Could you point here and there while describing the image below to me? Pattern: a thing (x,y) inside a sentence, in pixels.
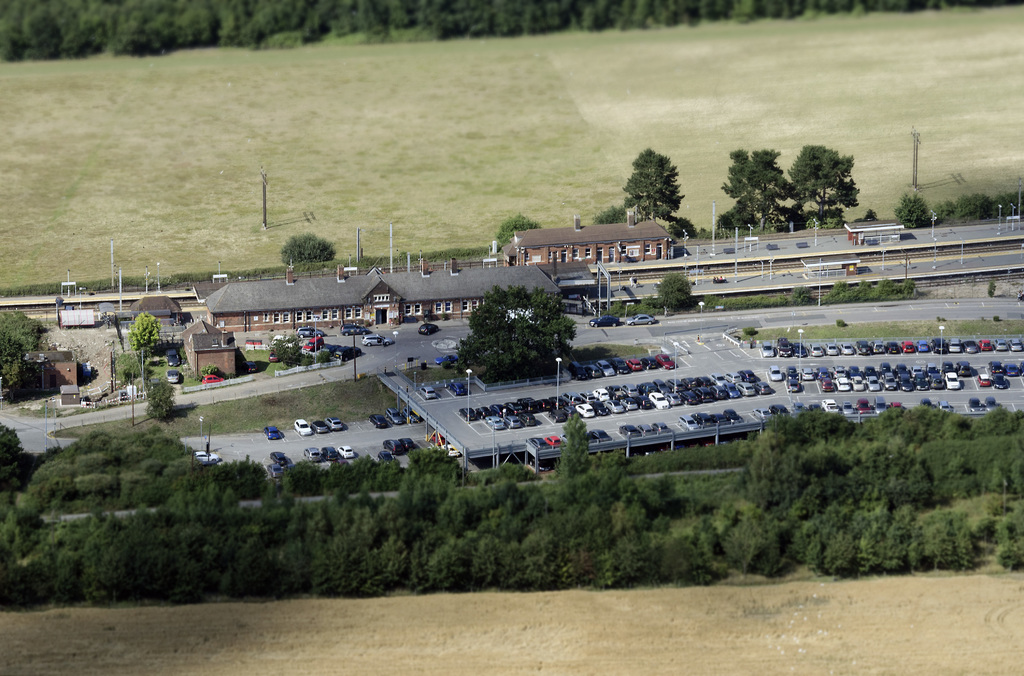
We can see trees (928,429), cars (997,387) on the road (439,344), houses (206,341) and buildings (278,298). In the background (304,4) we can see trees (836,6).
